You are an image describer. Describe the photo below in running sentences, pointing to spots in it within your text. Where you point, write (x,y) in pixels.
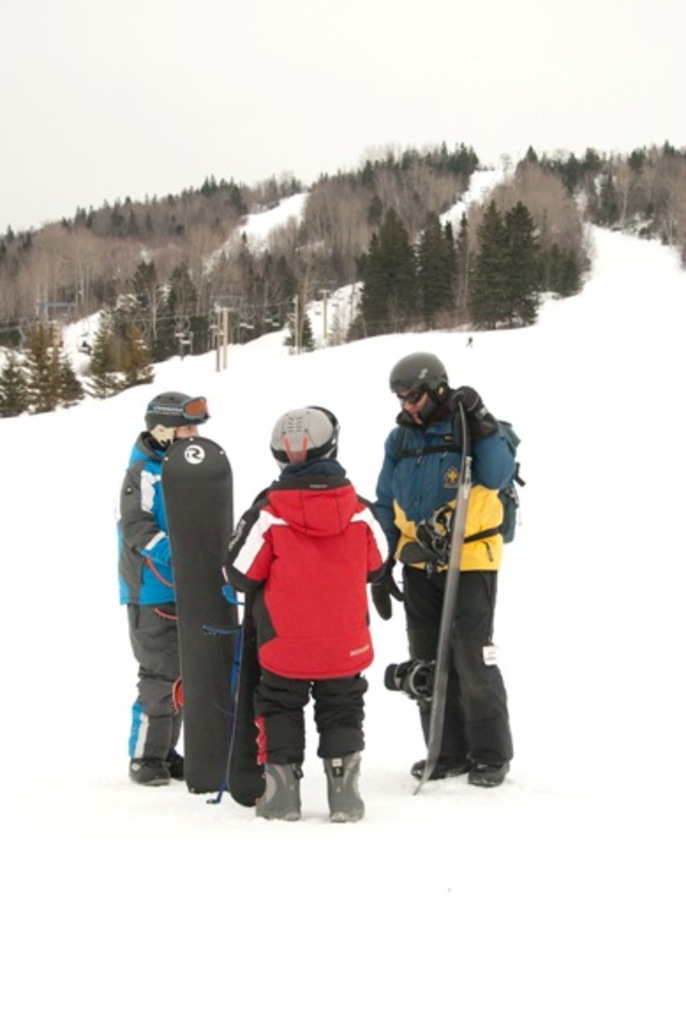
In this picture there are three persons (315,671) standing. The ground (494,834) is full of snow (14,552). The people (151,441) are holding a snowboard (186,504), wearing helmets (175,395) and boots (343,795). In the background (275,154) there is sky (319,115) and trees (387,225).
